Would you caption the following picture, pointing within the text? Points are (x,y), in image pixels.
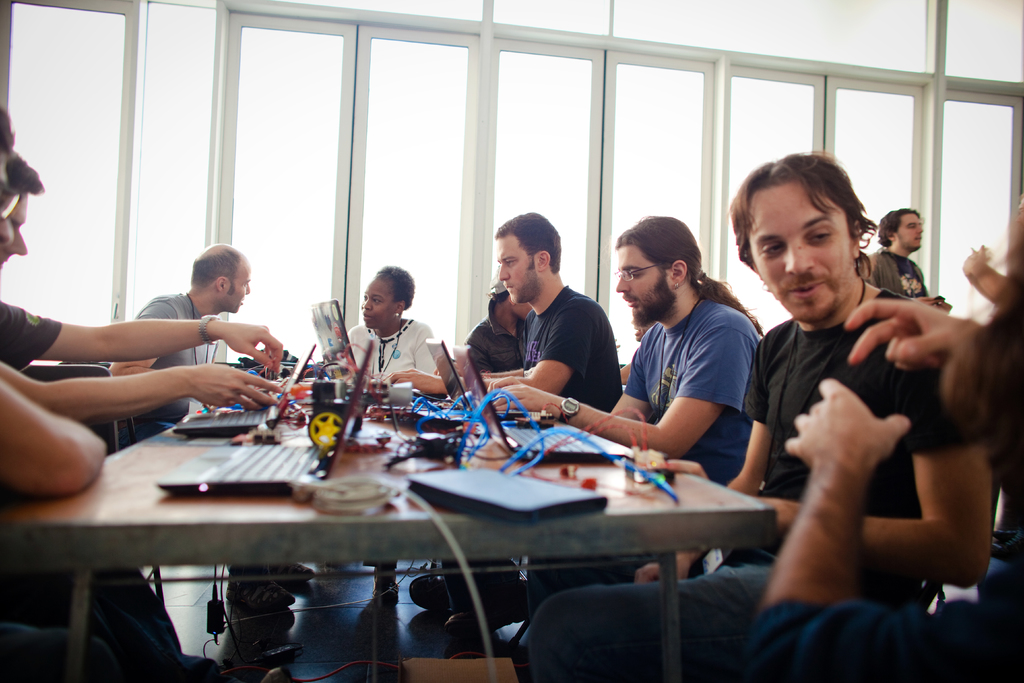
In this picture there are a group of people (151,388) sitting and speaking with each other, there are laptops (319,308), cables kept on the table (414,535). In the backdrop (809,75) there is a window (532,90).
